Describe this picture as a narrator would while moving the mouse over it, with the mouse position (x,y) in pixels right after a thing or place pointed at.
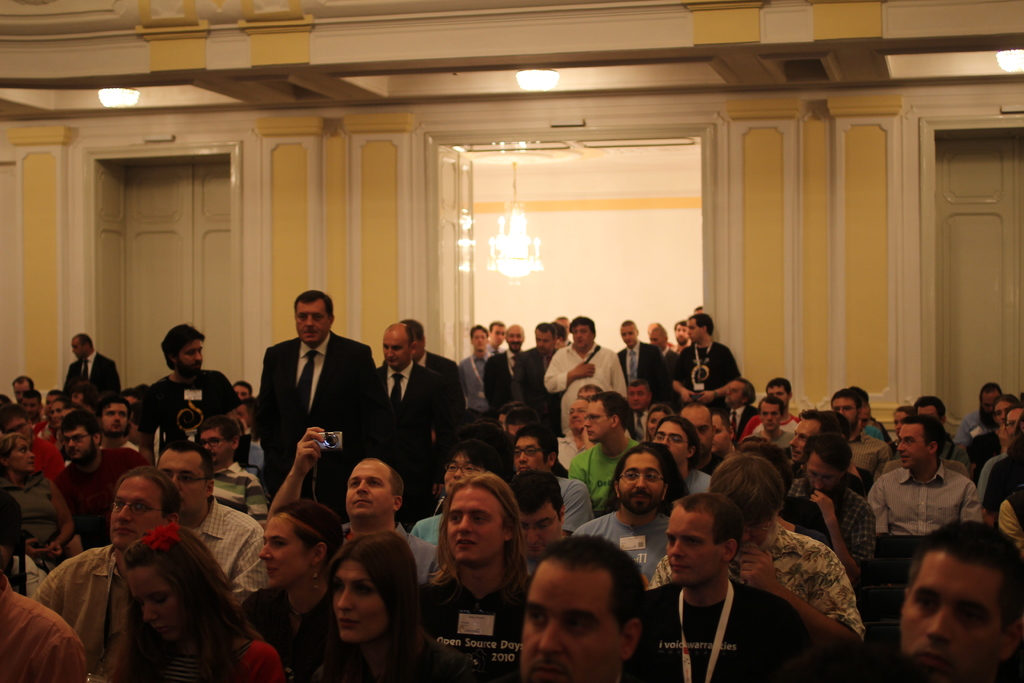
Here we can see group of people (689,522) sitting on the chairs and there are few persons (307,422) standing on the floor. He is holding a camera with his hand (315,433). In the background (456,214) we can see doors (941,385), lights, and wall (778,248).
